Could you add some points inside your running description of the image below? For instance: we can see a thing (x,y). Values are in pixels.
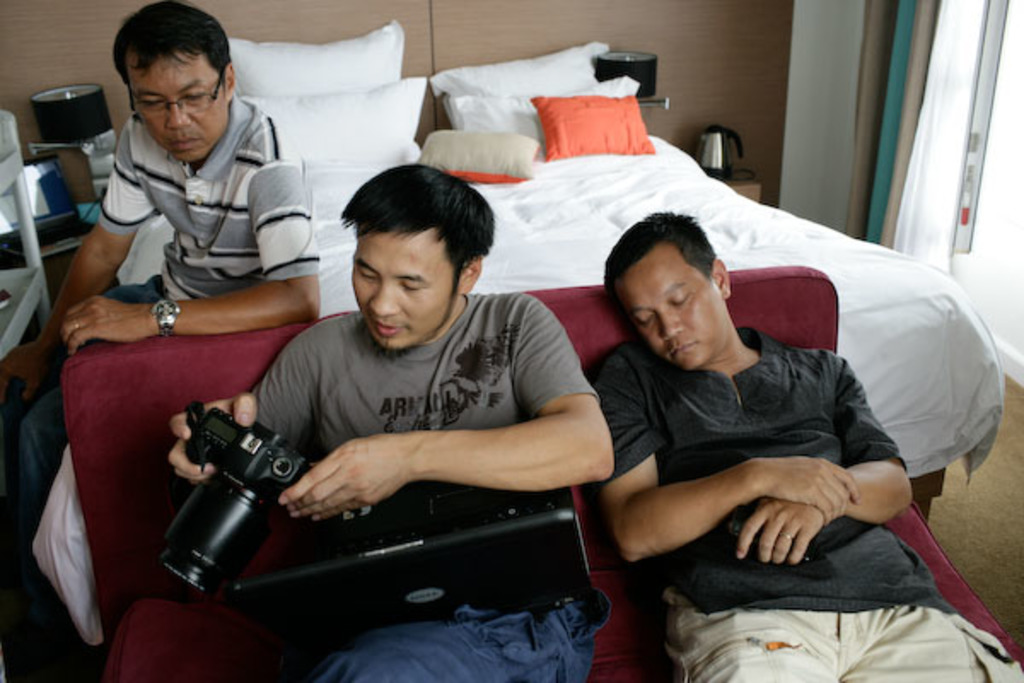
In this picture we can see two people (317,437) on the sofa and other guy (156,146) on the bed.
